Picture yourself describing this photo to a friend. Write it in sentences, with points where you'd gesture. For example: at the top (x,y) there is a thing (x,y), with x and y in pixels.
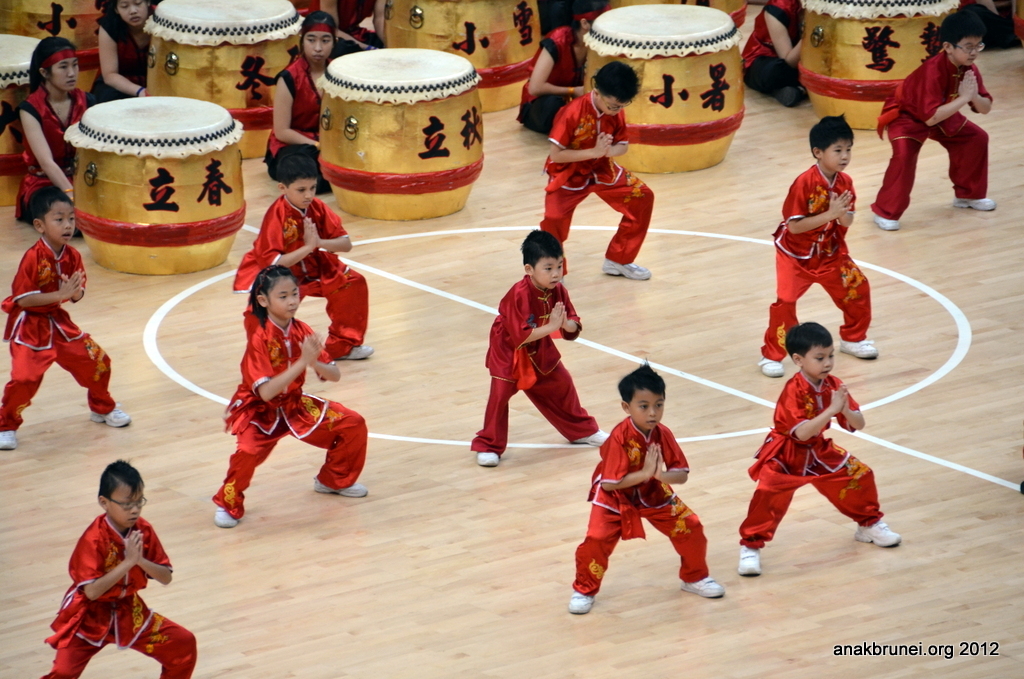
In this image i can see group of children (259,280) standing in the background (362,92) i can see few persons (46,142) sitting behind the musical instruments (174,159).
